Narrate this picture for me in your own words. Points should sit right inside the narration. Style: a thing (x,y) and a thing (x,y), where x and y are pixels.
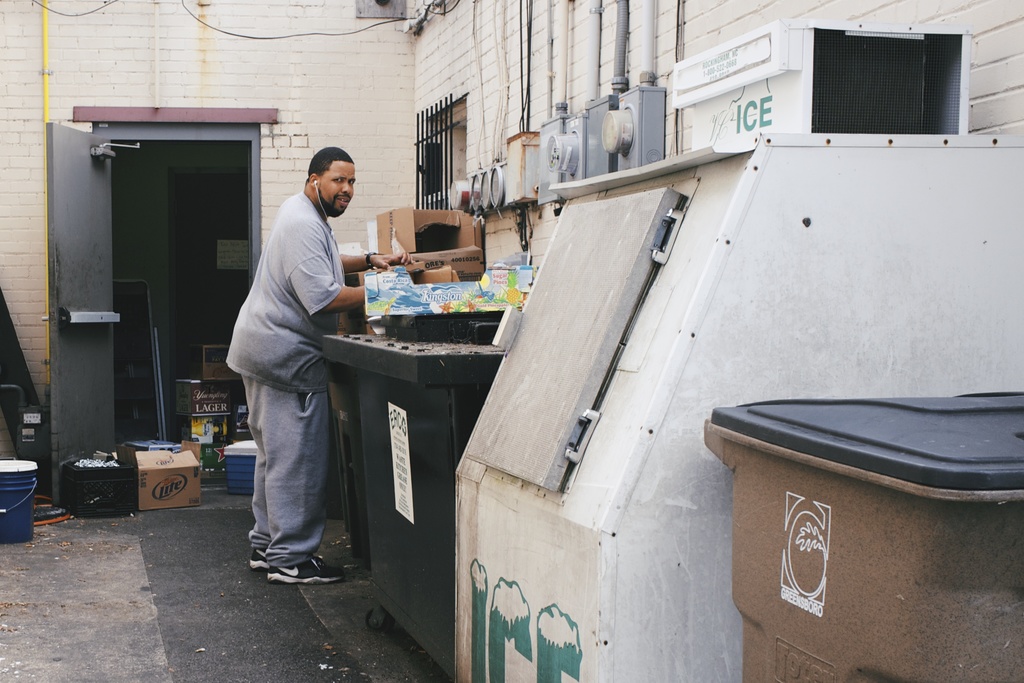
In this image we can see a person (312,255) with earphones (316,191) and the person (296,473) is standing on the ground (261,609). Image also consists of a bucket (26,479), black color box (117,471), cardboard boxes (195,429) and a dustbin (818,568) on the right (844,630). In the background (99,216) we can see the door (72,207) to access to another room (186,184). Image also consists of some electrical boxes (545,159).
